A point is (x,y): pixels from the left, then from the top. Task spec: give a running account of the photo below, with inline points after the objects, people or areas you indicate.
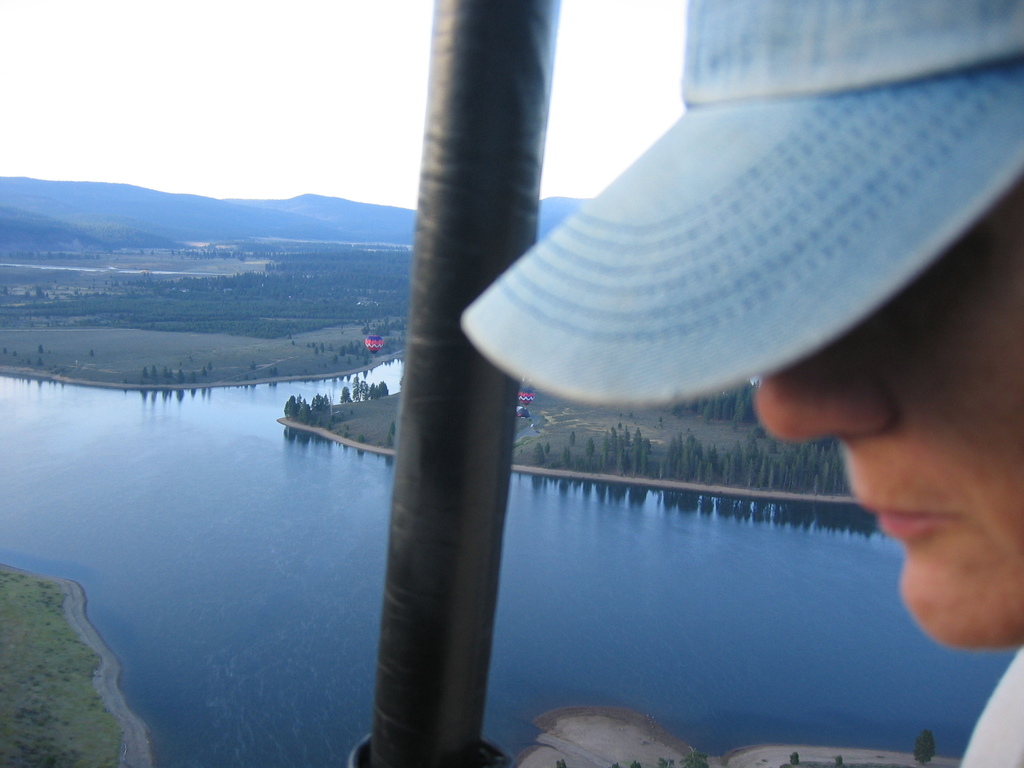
In this picture we can see pole (459,216), water (340,604), grass (286,355), trees (109,324) and hot air balloons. In the background of the image (216,202) we can see sky (206,140) and hills (31,210). On the right side of the image (1013,729) we can see a person (995,745) wore cap (844,244).
